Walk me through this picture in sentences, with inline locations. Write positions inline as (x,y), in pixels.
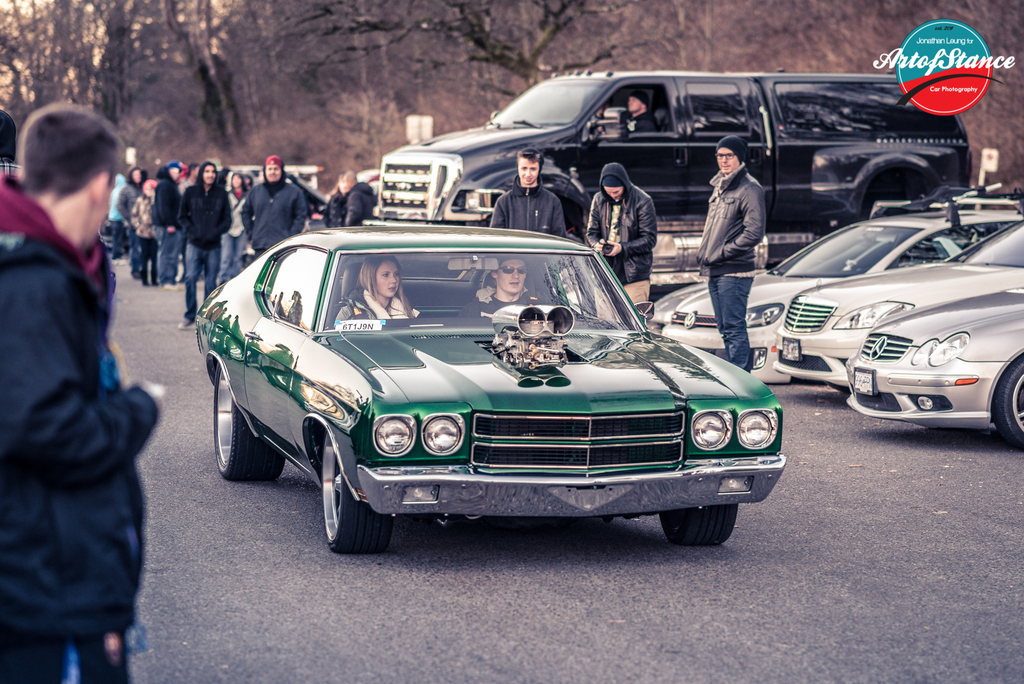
On the background (723,28) we can see bare trees (898,7). On the road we can see few persons (246,204) walking and few are standing. We can see vehicles (778,370) on the road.
